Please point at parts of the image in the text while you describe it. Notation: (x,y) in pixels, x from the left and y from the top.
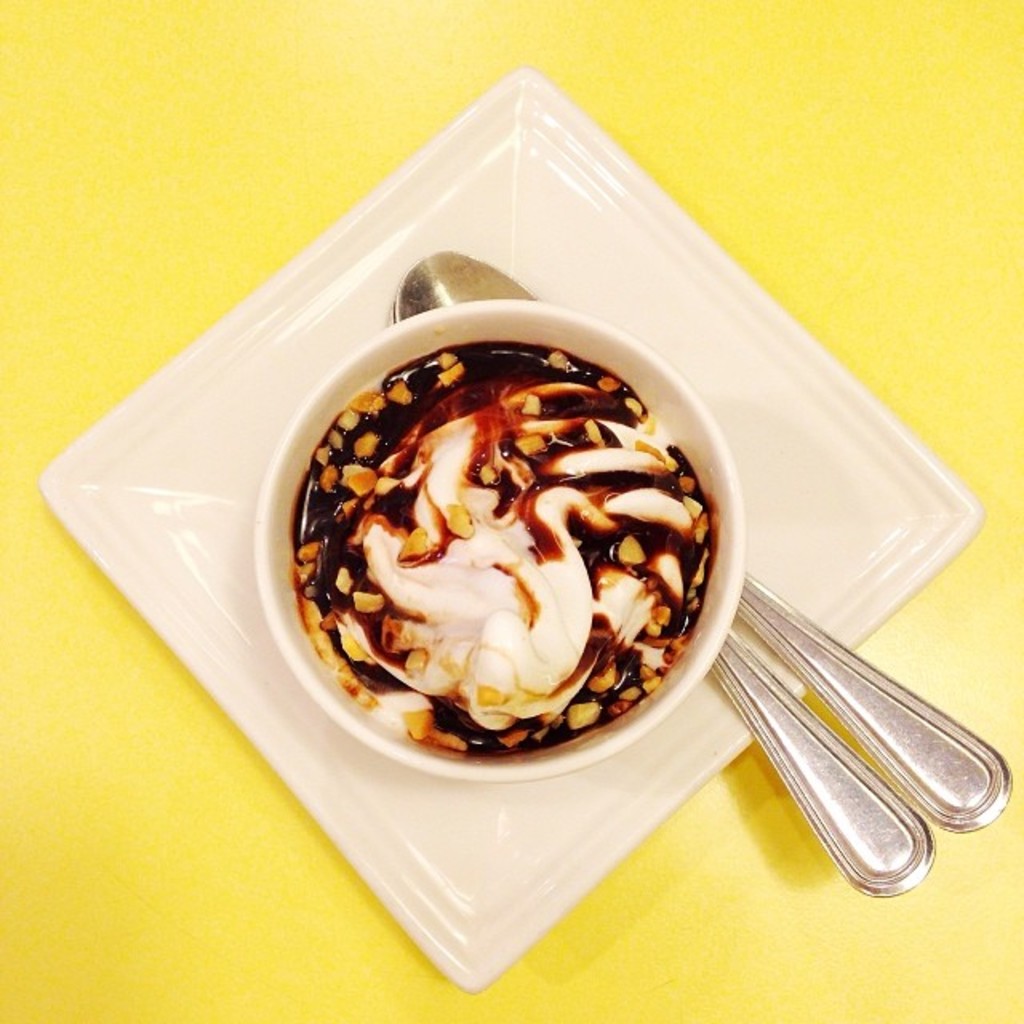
This image consists of a food (447,646) in a bowl (479,766). At the bottom (866,775), we can see the spoons (791,741) on the plate (511,838). It is kept on the desk (84,1016) which is in yellow color.
